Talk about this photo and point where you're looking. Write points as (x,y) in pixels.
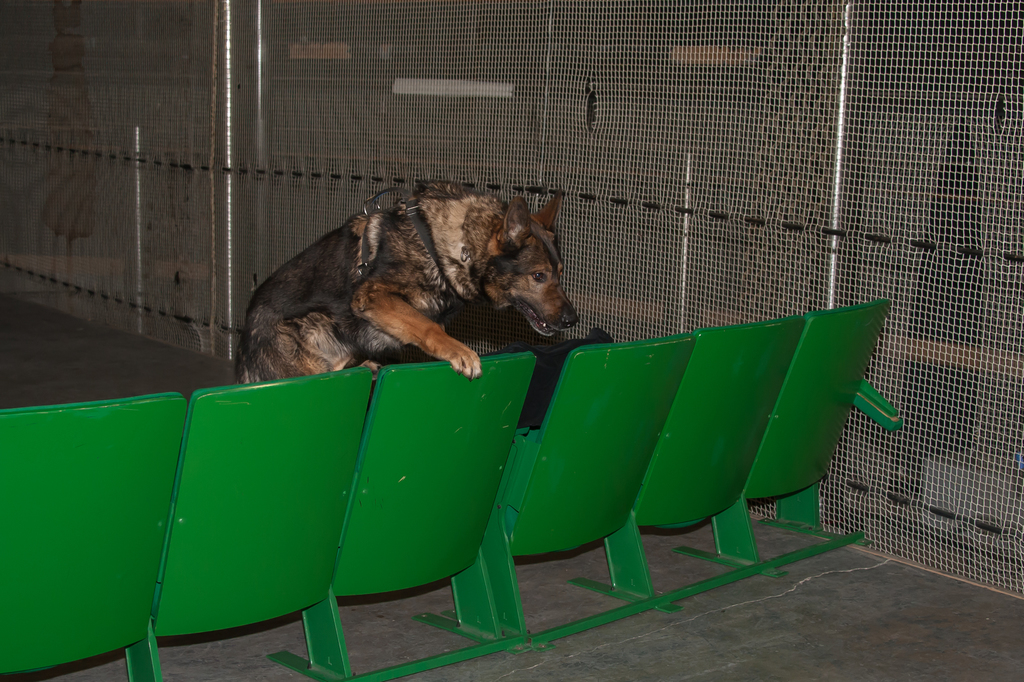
In this picture there is a dog (423,294) sitting on the chair (393,427). There is a pole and a fence (767,163).
